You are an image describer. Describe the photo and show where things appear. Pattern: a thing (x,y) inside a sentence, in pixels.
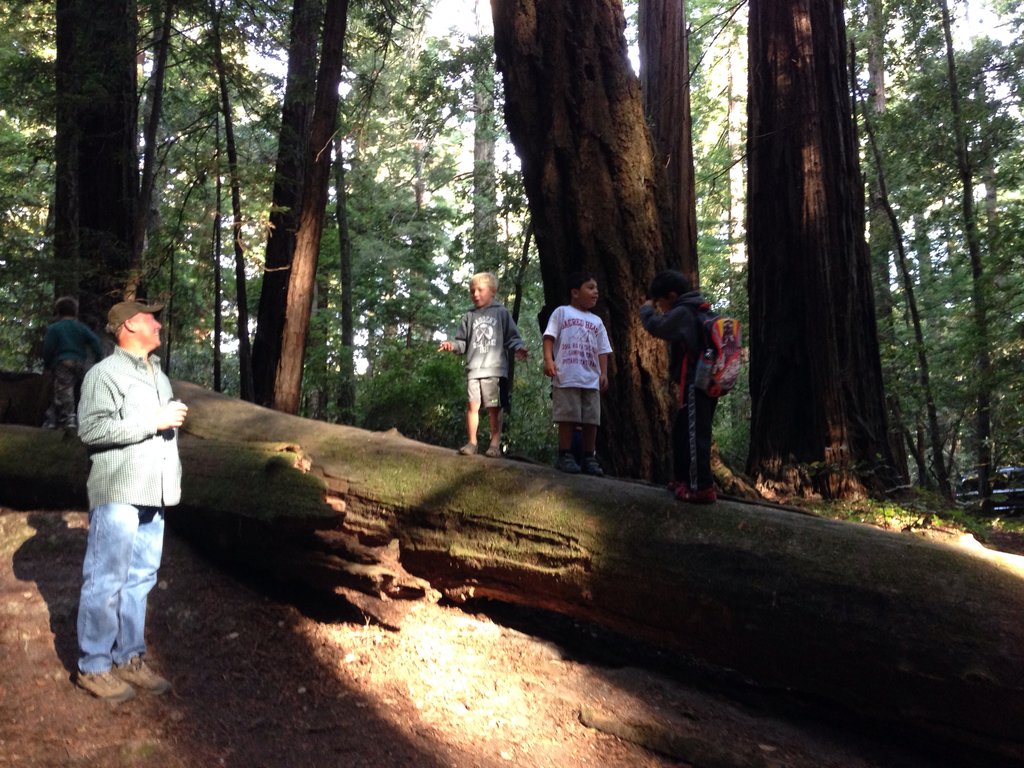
On the left side (166,428) there is a person (110,380) wearing cap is holding something in the hand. On the ground (227,572) there are tree trunks (289,465). There are few children (584,339) standing on the tree trunks (601,501). One child (680,392) is wearing a bag (706,346). In the back (401,147) there are trees (599,185). In the background (461,94) there is sky (707,69). On the right side (1011,496) there is a vehicle (1001,488).
